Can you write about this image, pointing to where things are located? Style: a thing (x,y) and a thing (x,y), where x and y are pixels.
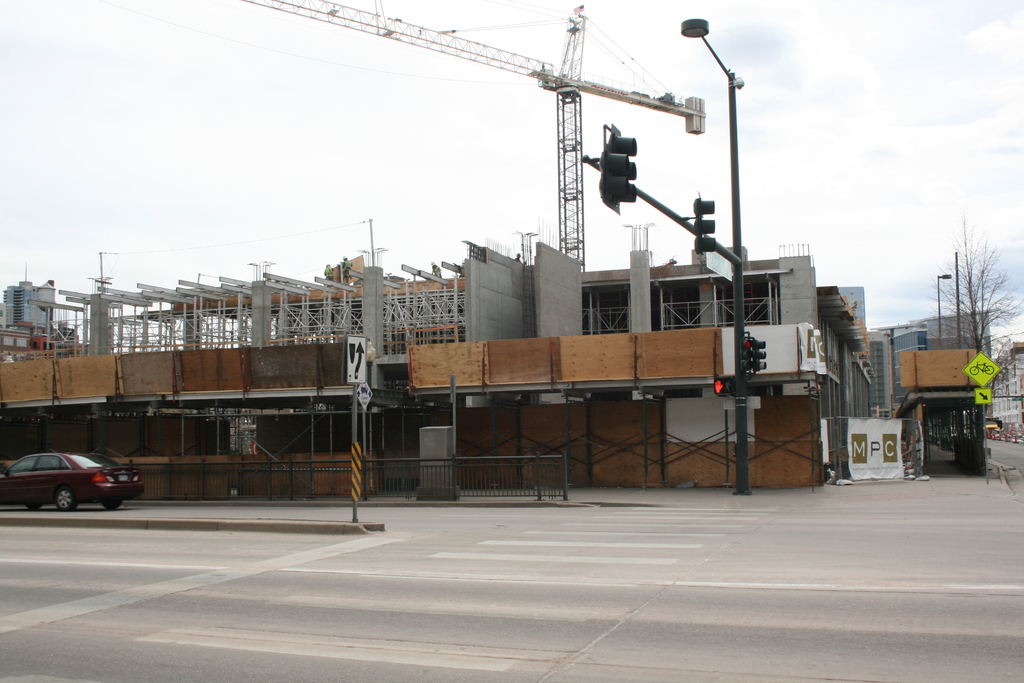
In this picture we can see few poles (740,369), traffic lights (604,158), sign boards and a car (45,466) on the road (131,543), beside to the car (88,456) we can find a constructing building (262,315), in the background (937,338) we can see few buildings (882,356), a tree (977,296) and a crane (572,181).
